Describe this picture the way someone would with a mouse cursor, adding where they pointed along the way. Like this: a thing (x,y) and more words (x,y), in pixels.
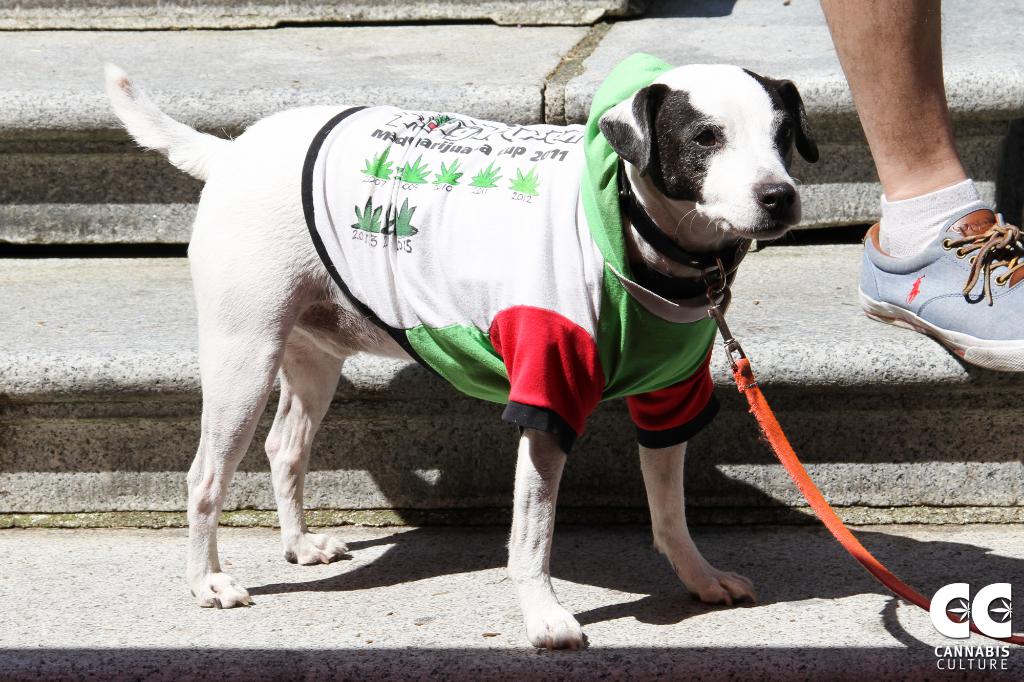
In this image we can see there is a dog (536,305) standing on the stairs (432,434), beside the dog (595,247) we can see there is a leg (959,189) of a person (893,200).
